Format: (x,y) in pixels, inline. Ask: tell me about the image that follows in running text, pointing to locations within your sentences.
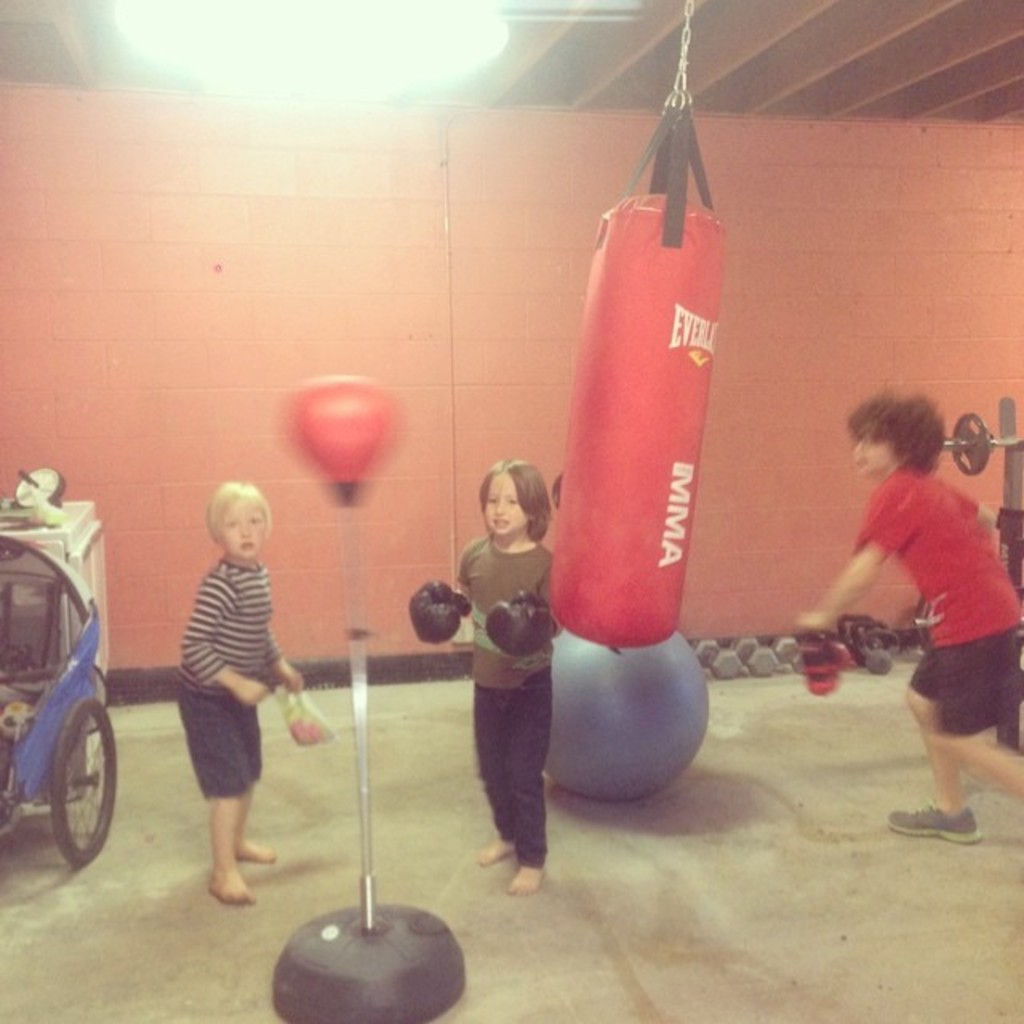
In this image in the front (350,919) there is an object (368,849) which is red and black in colour. In the center (511,643) there are persons (517,664) standing and there is a punching bag (653,358) hanging. On the floor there is a ball (622,702) on the left side (44,607) there is an object (60,662) and on the right side (977,457) there is an equipment (1014,480) and in the background (398,265) there is wall (398,276).
